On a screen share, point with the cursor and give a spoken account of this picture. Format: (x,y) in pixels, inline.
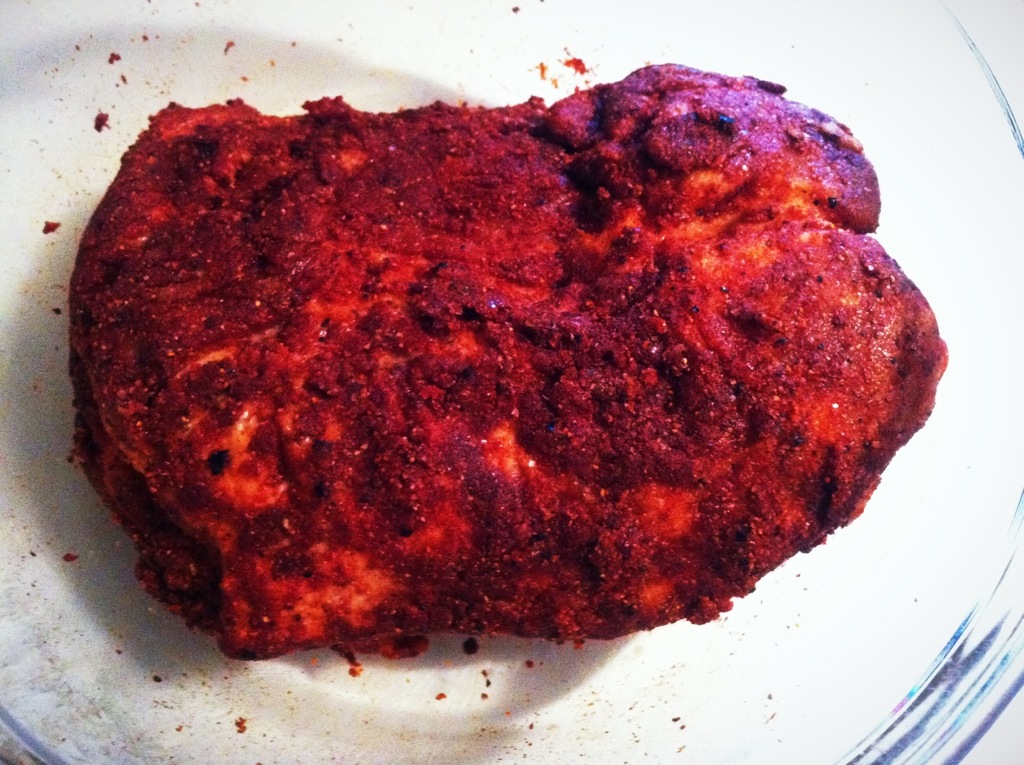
In this picture I can observe food (561,276). The food (320,251) is placed in the white color plate (386,705).
